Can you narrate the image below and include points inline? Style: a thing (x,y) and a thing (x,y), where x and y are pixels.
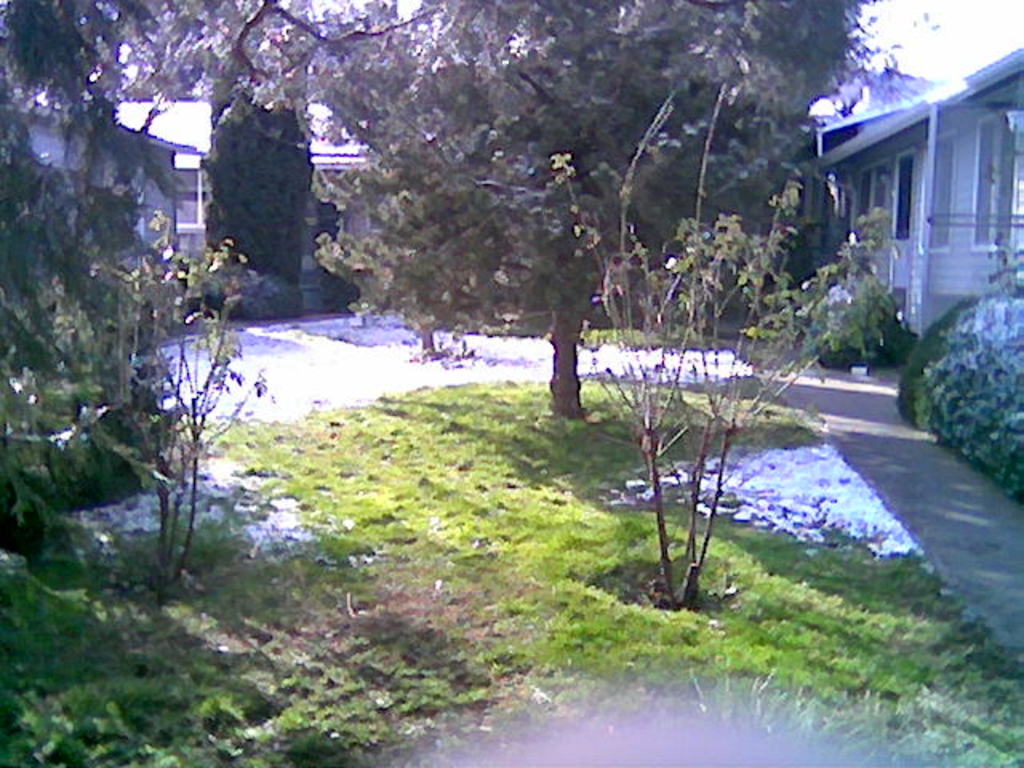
In this picture the ground (436,518) is greenery (443,552) and there are few trees (472,198) and there are few houses (990,272) on either sides of it.
